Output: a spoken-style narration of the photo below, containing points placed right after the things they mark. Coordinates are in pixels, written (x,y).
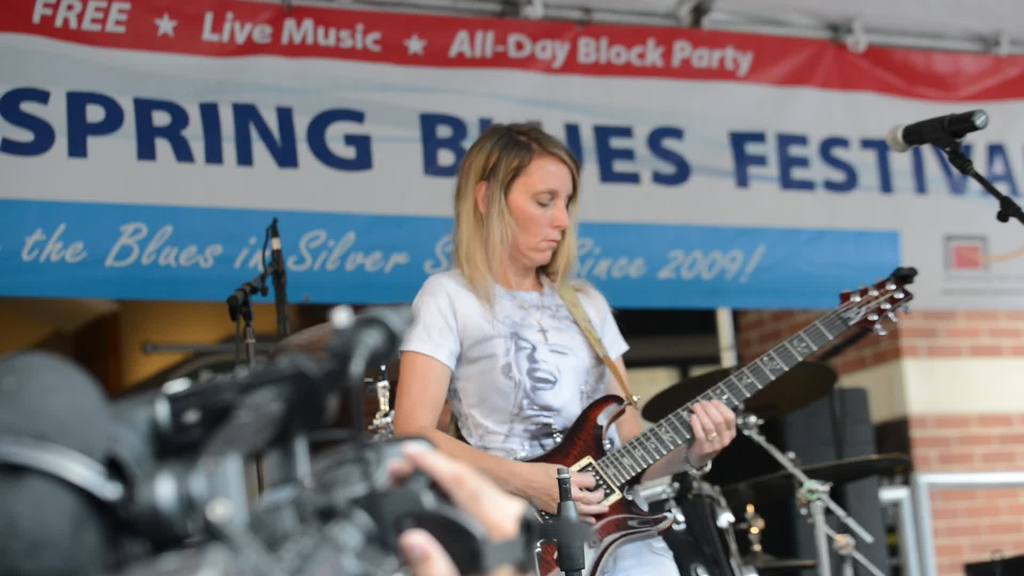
In this picture we can see a woman (525,179) who is playing guitar (837,330). This is mike (927,140) and there is a camera (252,428). On the background (627,246) there is a banner (804,186) and this is wall (965,429).
